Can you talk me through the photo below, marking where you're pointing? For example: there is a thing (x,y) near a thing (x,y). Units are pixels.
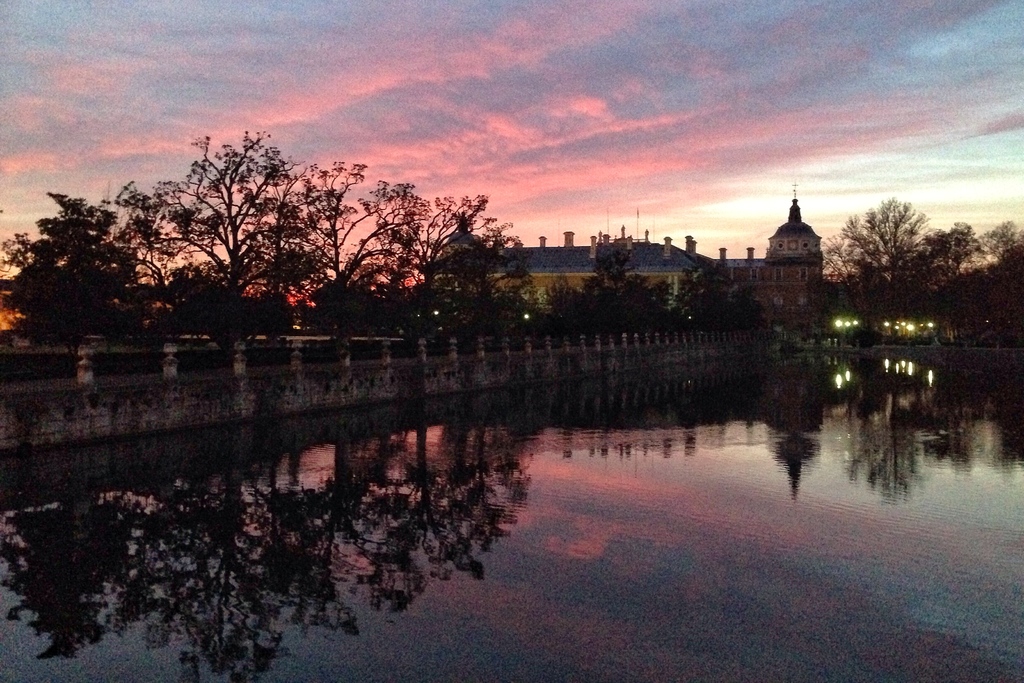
At the bottom of this image (476,558) I can see the water (415,497). On the left side (140,374) there is a wall (517,369). In the background (596,307) there are many trees (654,287) and buildings (745,262). At the top of the image (807,150) I can see the sky (636,110) and clouds (542,94).
